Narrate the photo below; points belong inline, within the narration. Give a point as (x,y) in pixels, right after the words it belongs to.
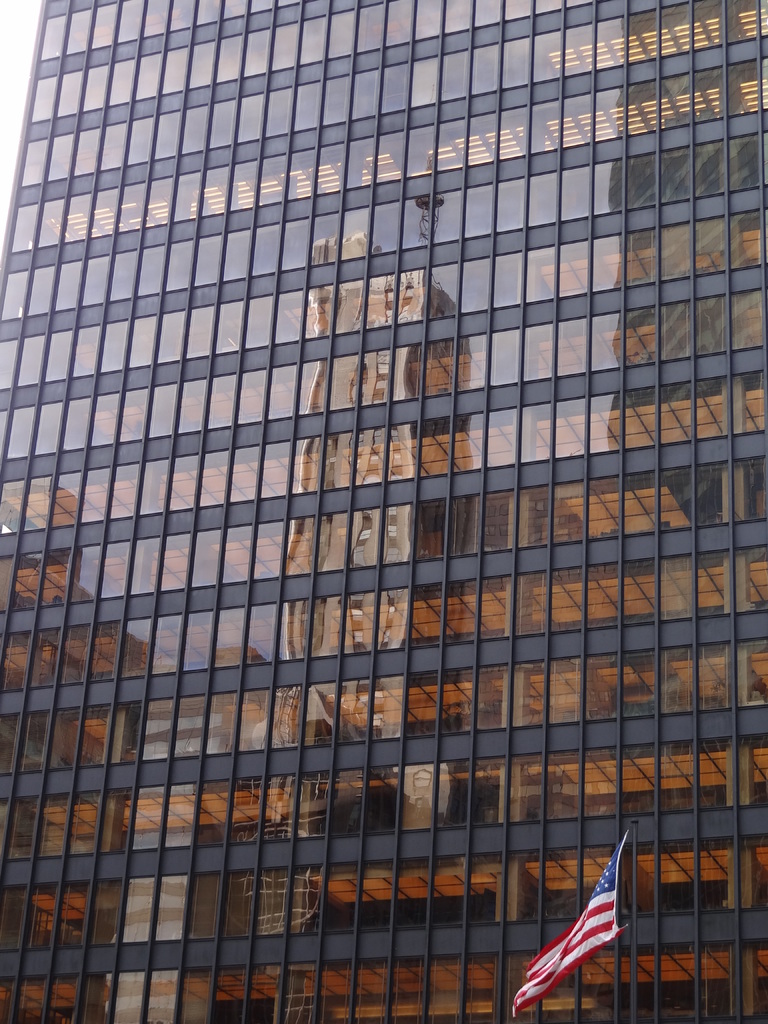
In this image we can see a building (428,157) with glass windows (362,238) and the flag (603,898).
